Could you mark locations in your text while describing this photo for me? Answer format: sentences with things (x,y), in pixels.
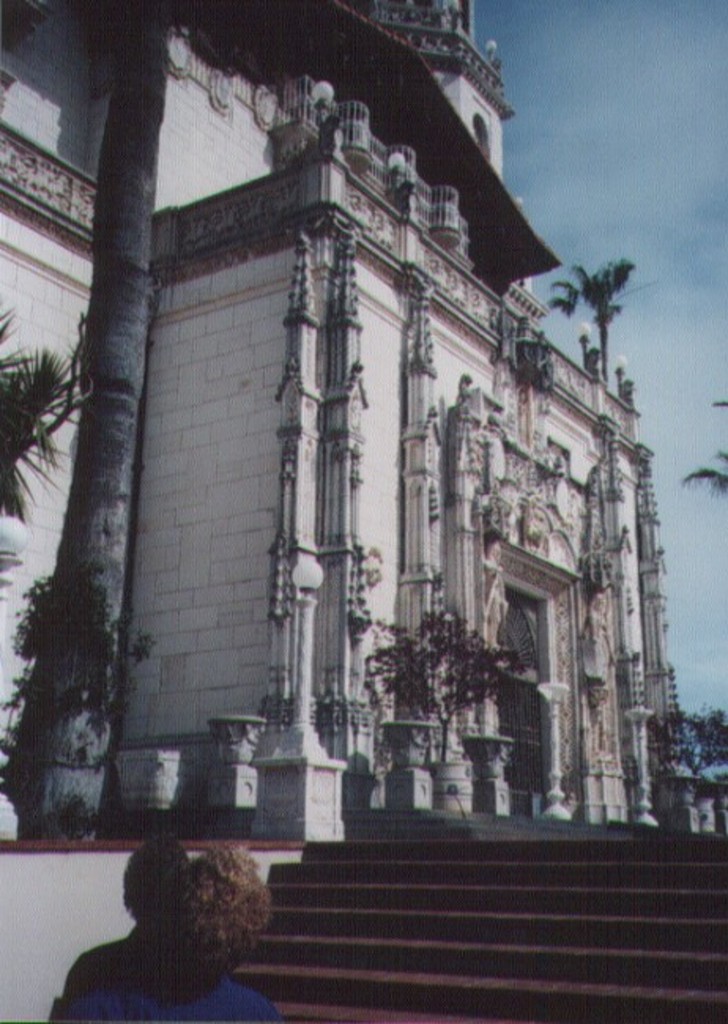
In this image I can see few stairs (478,886), plants (103,621) in green color, building (193,566) in white color. At top (541,124) sky (531,129) is in blue and white color.
